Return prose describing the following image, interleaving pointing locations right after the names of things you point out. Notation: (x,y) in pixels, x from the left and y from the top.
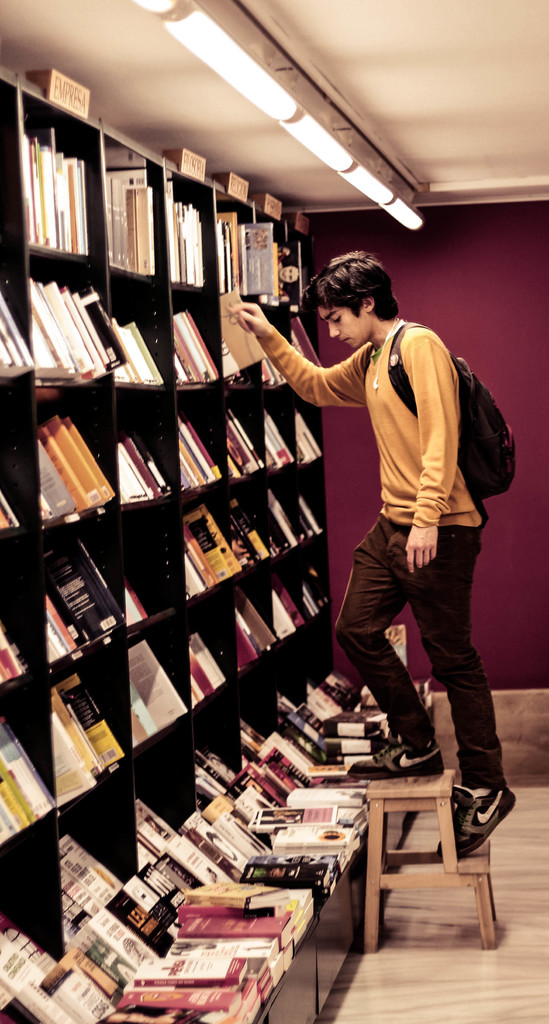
In this picture I can see a man (430,391) on the stool (450,825) and I see that he is wearing a bag (400,361). On the left side of this picture (107,537) I see the racks (161,401) on which there are number of books (252,455). On the top of this picture (228,31) I see the lights (170,23). In the background (510,714) I see the wall (479,593).
